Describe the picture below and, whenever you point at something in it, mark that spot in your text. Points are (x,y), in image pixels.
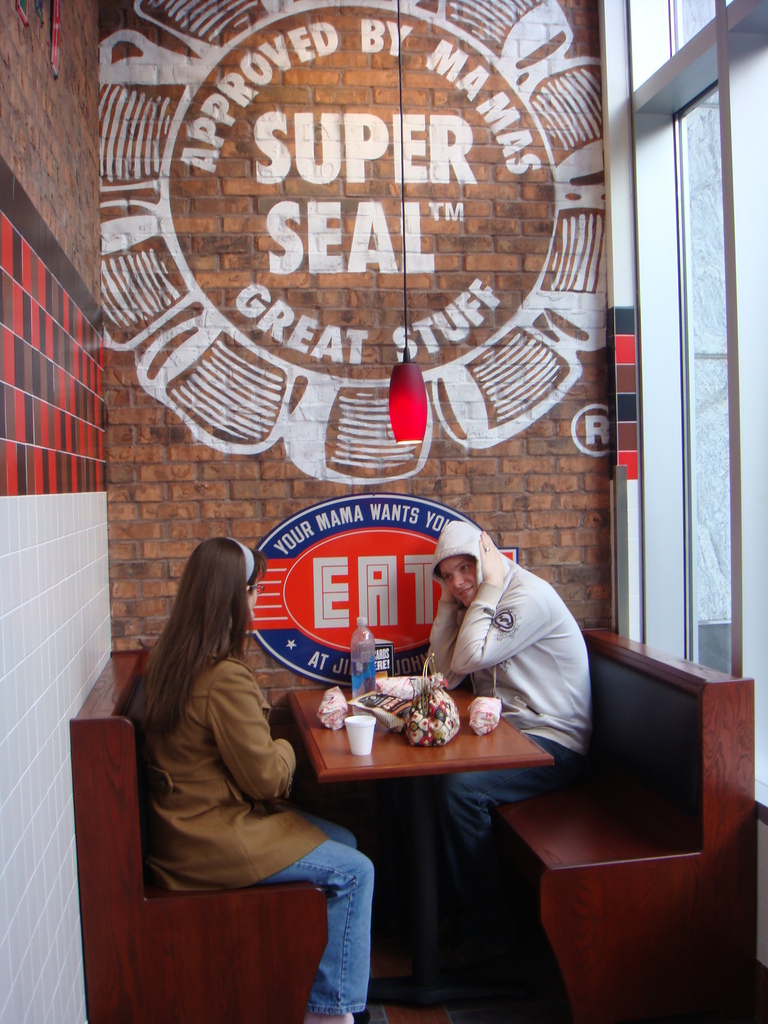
In the given image we can see that, there are two persons (210,723) sitting on the bench (154,907), there is a table (422,788) in front of them. On a table (366,777) we can see a glass (363,737), water bottle (361,664) and a bag (407,728). There is a lamp (409,410) above them. This is a glass window (682,334).
